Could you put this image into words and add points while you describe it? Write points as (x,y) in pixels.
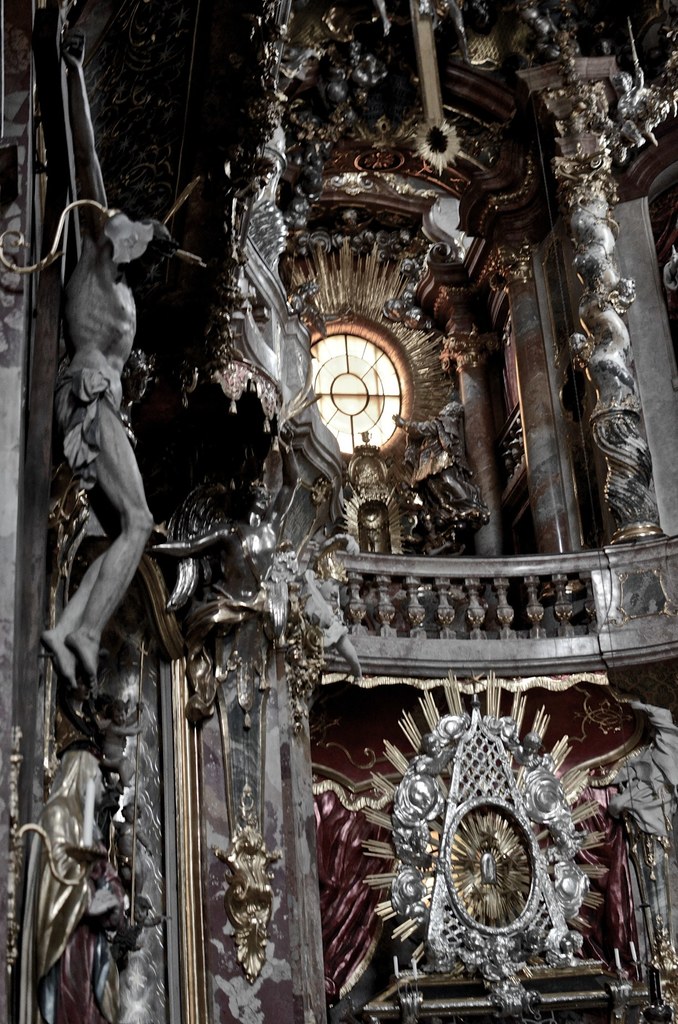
In the picture I can see few statues (253,500), I can see the wall fence (410,587) in the middle of the image (442,643) and I can see glass (390,392) in the background (382,403).
